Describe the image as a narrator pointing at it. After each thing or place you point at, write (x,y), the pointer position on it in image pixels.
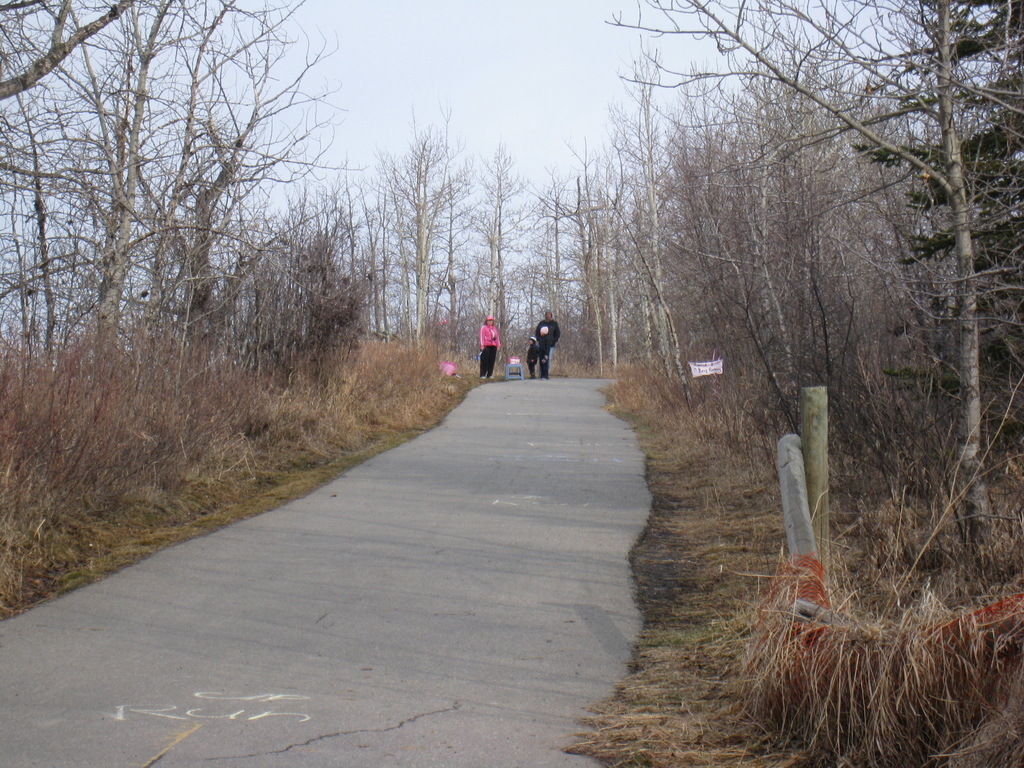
In this image I can see few dry trees (588,270), road (555,381), sky (343,7) and few people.
